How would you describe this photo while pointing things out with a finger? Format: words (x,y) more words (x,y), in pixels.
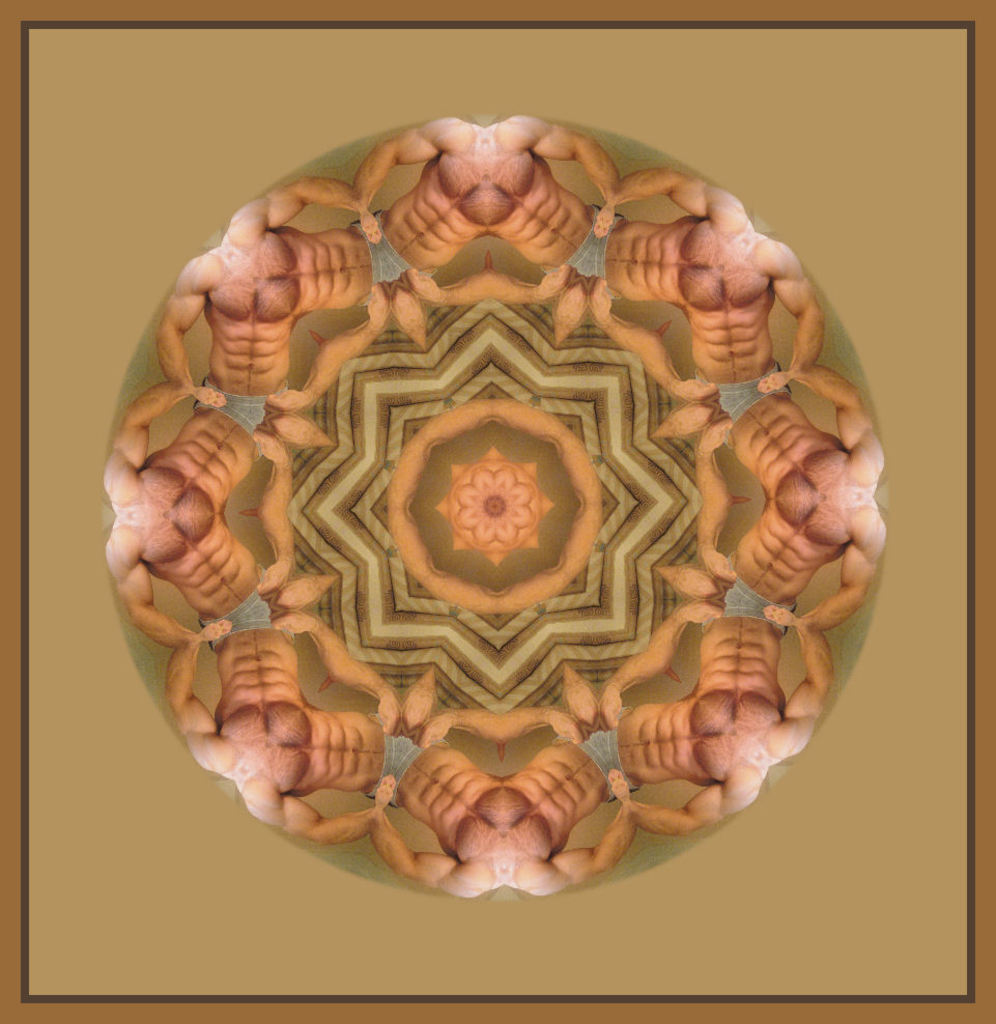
In this image I can see edit picture of human bodies (438,251) and I can see few designs (508,506) over here.
